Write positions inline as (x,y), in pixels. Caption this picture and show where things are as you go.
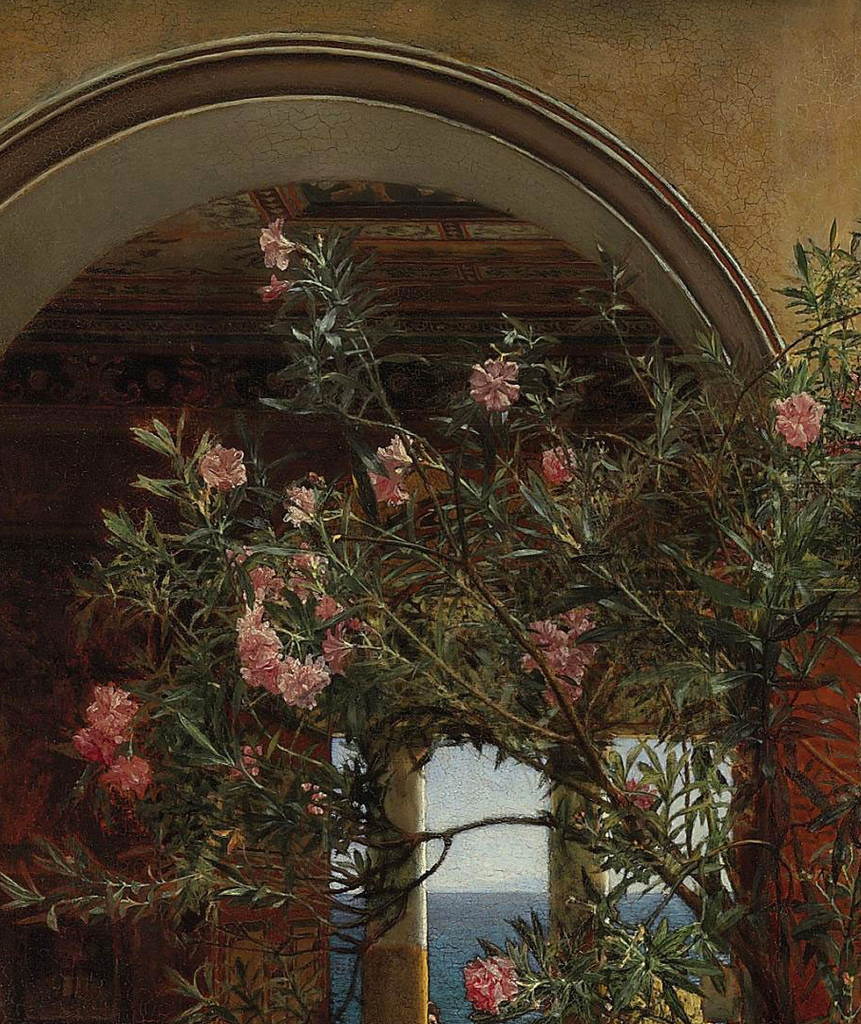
Here we can see a plant (515,728) with flowers (492,985). In the background (511,153) there is a wall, roof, pillars (411,934), water (485,927) and sky (484,837).
